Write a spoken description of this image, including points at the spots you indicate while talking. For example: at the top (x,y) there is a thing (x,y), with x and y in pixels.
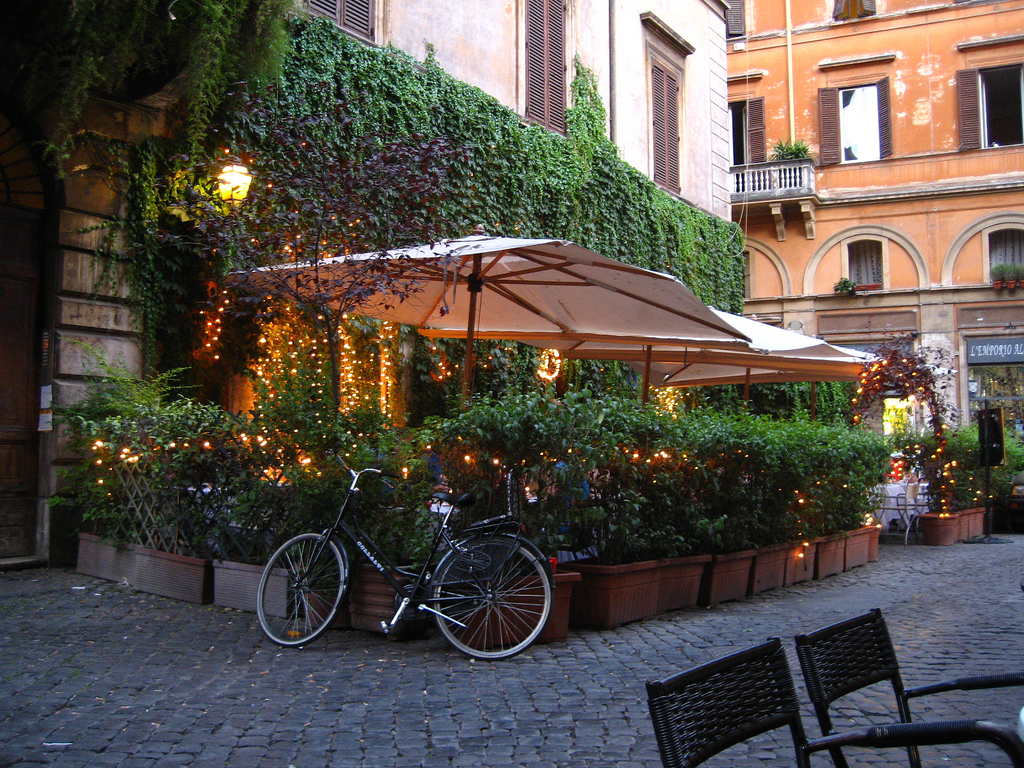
In this picture i could see some creepers (388,113) from the building (424,77) creeping along the wall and there are two umbrellas (482,278) and some plants (634,422), plant pots (647,568) and walking path (723,631) and a cycle (507,559) leaning on the pots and some chairs (742,691) which are black in color. In the right corner (930,142) there is a building (929,113) in orange color with windows (851,138) opened and some shops (997,369) near by.
